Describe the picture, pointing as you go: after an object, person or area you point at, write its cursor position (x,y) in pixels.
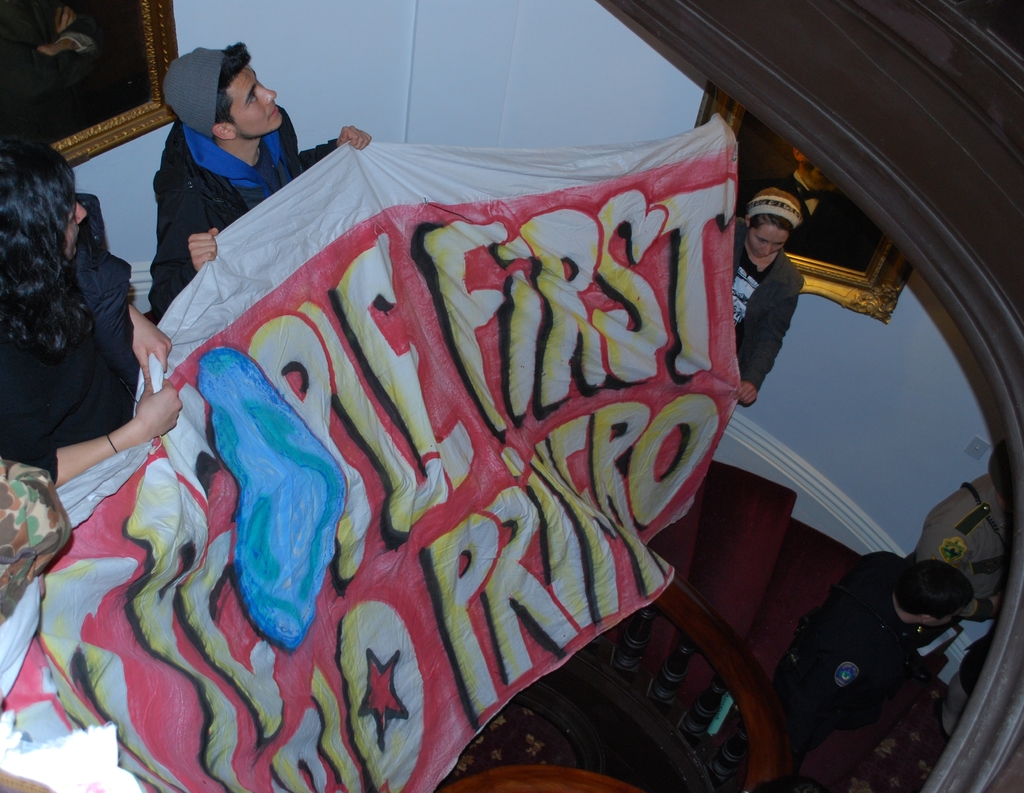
In this picture we can see there are some people (10,393) are holding the banner (209,429). Behind the people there is a wall (400,132) with photo frames (843,220). In front of the people (766,199) there are two other people (920,593) standing on the staircase (992,673).
